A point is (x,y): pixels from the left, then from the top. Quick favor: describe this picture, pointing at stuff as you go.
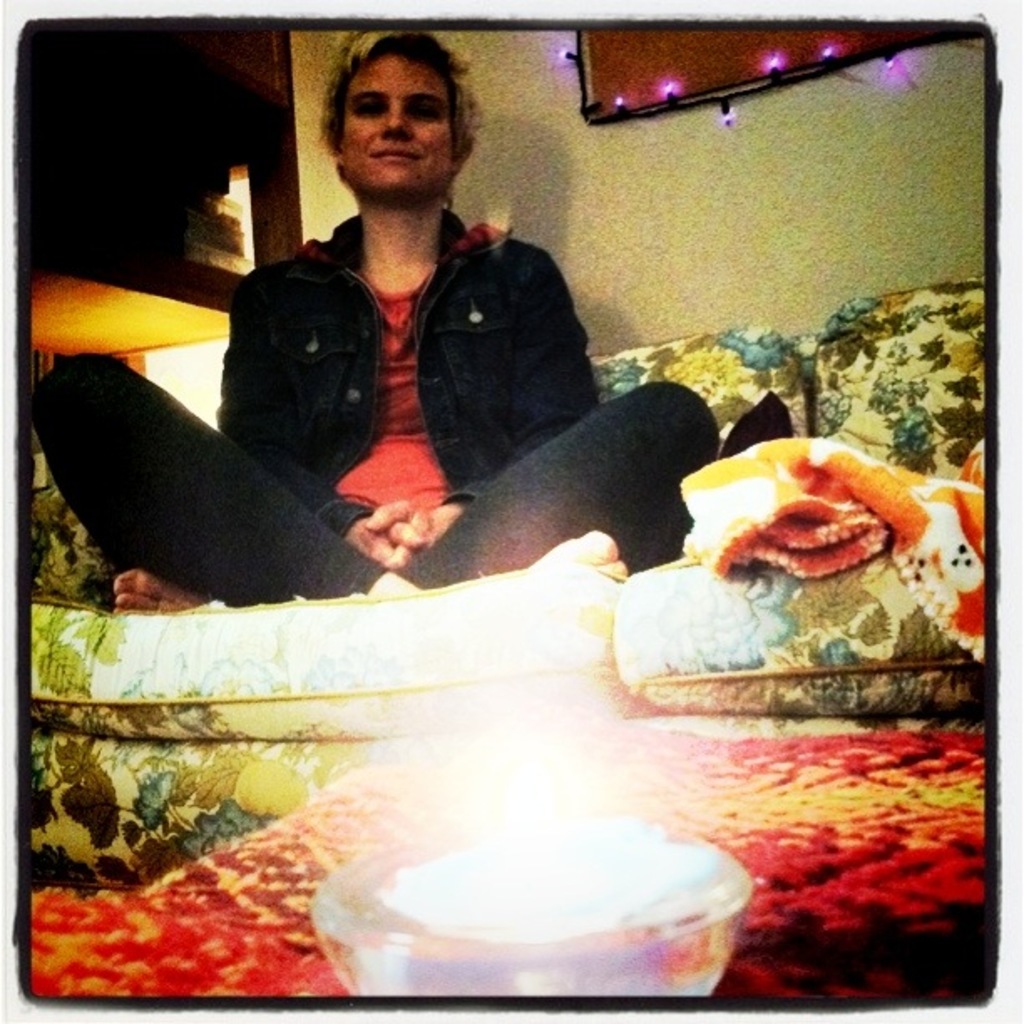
In this image, we can see a person (165,590) sitting on the sofa (220,631). We can see the wall (630,316) with a board (786,67) and some lights (616,119). We can see some cloth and an object (678,850) at the bottom (661,853). We can also see some objects (84,219) on the left (89,317).
